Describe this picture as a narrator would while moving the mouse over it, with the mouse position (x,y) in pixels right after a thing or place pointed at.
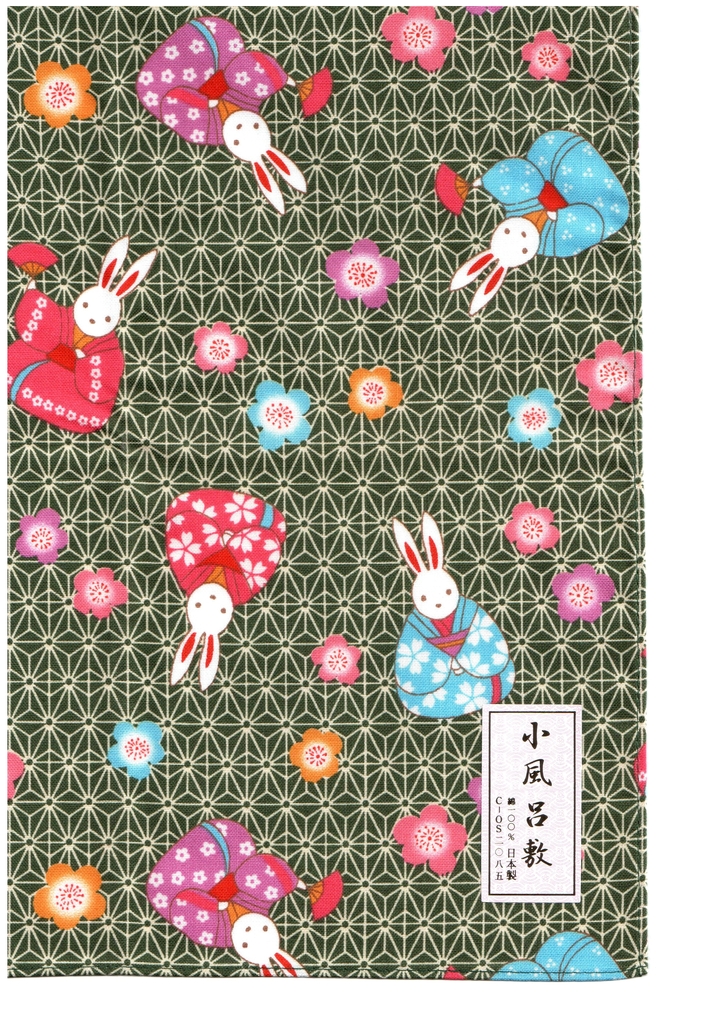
In the image there are rabbit images (533,185). And also there are colorful flowers (542,517). And there is a green background (492,46) with design (344,231). On the right side of the image (495,726) there is a logo (499,833).
